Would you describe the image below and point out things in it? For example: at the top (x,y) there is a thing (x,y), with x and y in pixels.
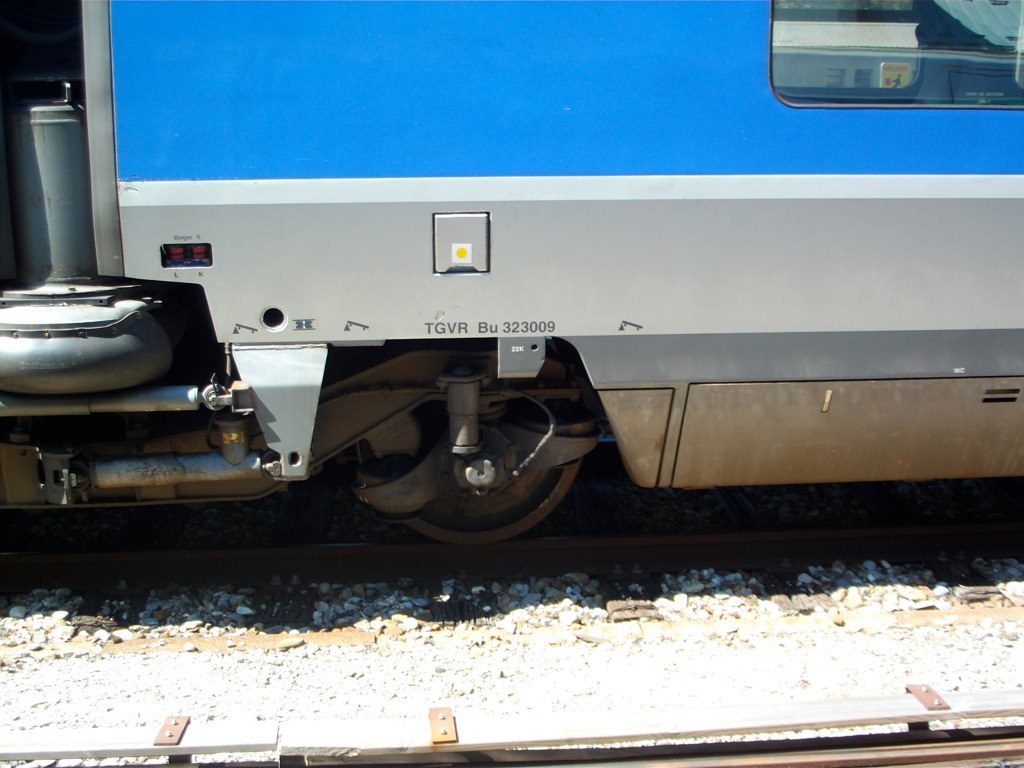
In this image we can see a train (623,394) on the track (82,548) which is truncated.
